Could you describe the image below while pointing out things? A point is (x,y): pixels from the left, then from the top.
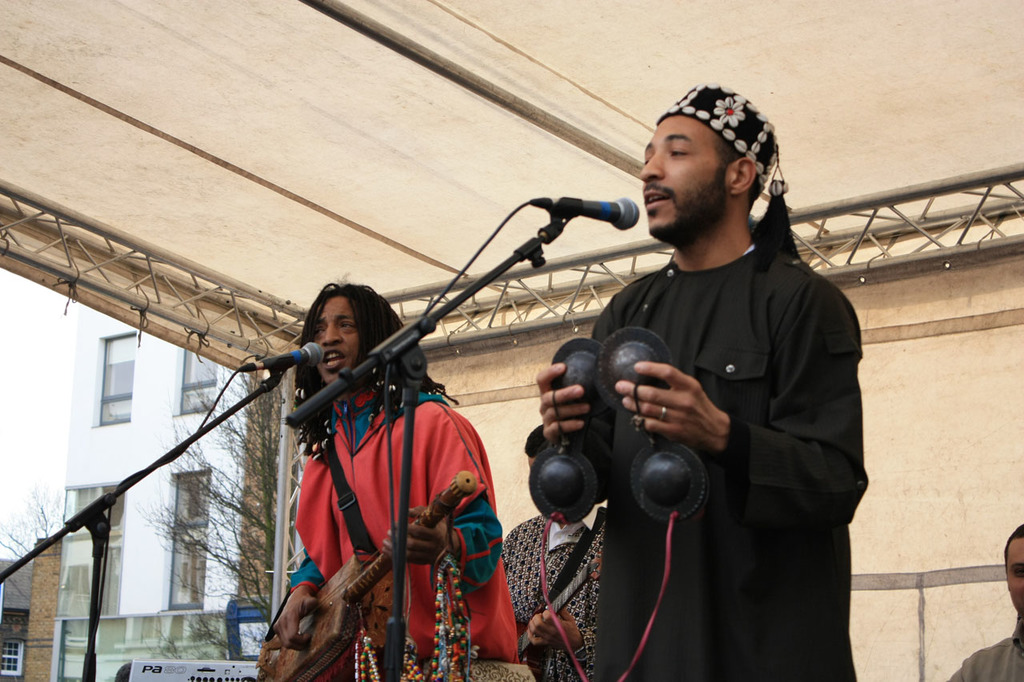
In this image we can see men (650,309) standing by holding musical instruments (553,505) in their hands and mics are placed in front of them. In the background (223,259) we can see buildings (204,475), trees (201,550), tent (243,245), iron grills (641,256) and sky (20,468).
